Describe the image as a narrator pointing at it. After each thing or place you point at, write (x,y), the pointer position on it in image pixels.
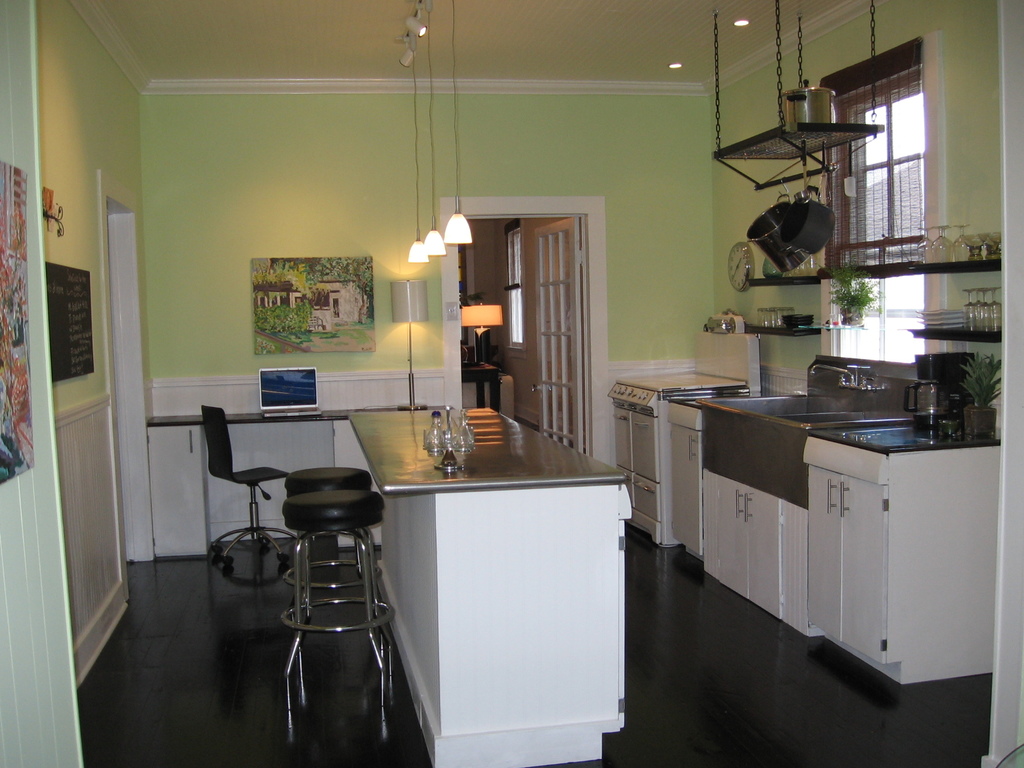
Picture inside of a kitchen (876,272). Right side of the image (760,557) we can see clock (749,266), sink (747,430), cupboards (910,544), window (905,133), plant (987,382) and shelves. On these shelves (976,265) there are glasses (992,295). These are containers (808,199). This shelf (805,131) is hanging in the air with chains (719,123). Middle of the image (572,501) we can see table (431,764), chairs (312,469), lamp (424,297), lights (423,254), laptop (286,389), picture (302,347) and glasses (445,425). Picture (334,311) is on the green wall (312,206). Left side of the image (54,174) we can see black board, picture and wall (58,115). Far we can see door (548,312), window (510,270), table (490,373) and lantern lamp (477,338).
